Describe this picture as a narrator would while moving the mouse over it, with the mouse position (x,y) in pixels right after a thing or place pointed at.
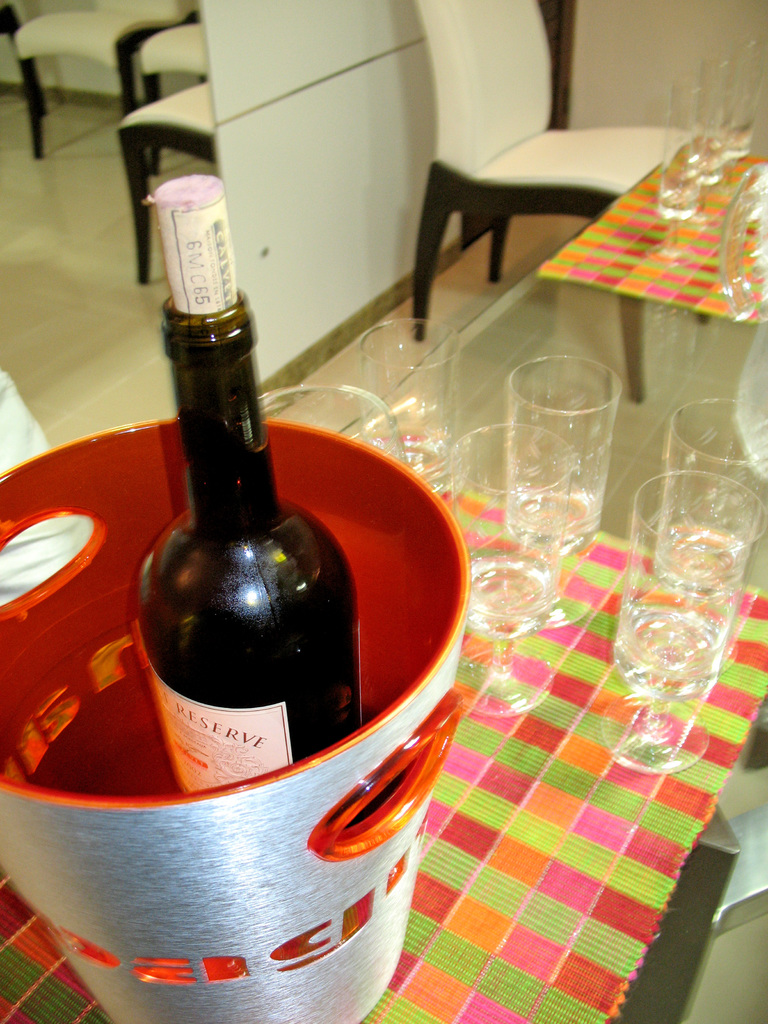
In this image there is a wine bottle (199,699) is kept in to a tub (214,812) as we can see at left side of this image (196,771) and there are some glasses (532,445) arranged on the surface (616,559) is at right side of this image (529,428) and there are some chairs (472,170) at top of this image (179,48) and there are some glasses (679,176) arranged on a table (656,270) is at top right corner of this image (672,225).
